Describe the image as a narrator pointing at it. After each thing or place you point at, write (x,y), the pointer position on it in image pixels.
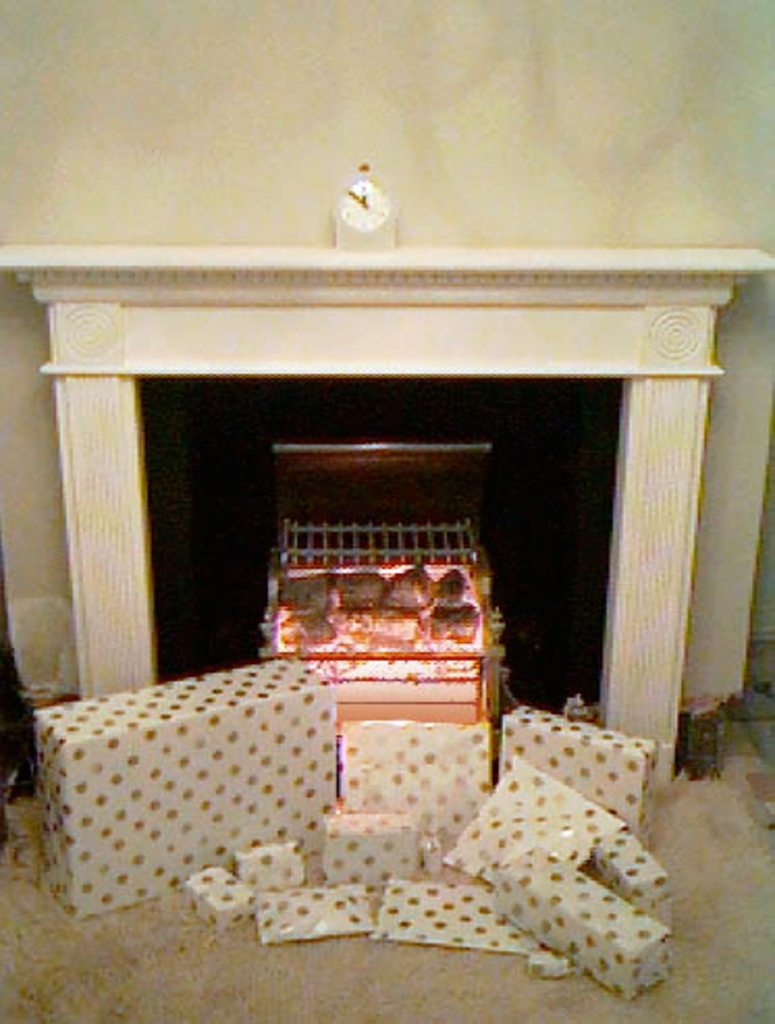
This picture is clicked inside. In the foreground (474,785) there are some objects (472,753) placed on the ground (290,1010). In the center (270,507) we can see a clock (369,195) placed on a fireplace (608,288). In the background (590,61) there is a wall (138,56).
